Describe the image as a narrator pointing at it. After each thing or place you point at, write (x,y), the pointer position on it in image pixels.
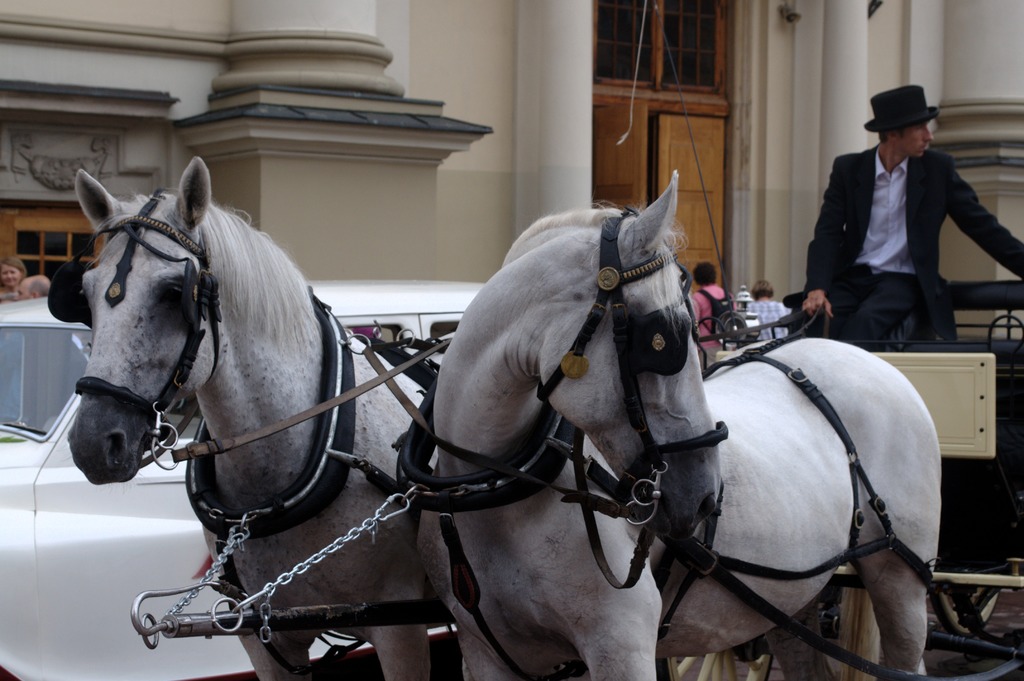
In this image I can see two horses (474,397) and one person (851,258) is driving them. In the background (48,456) there are cars (21,352), people (769,299) and the building (616,125).
